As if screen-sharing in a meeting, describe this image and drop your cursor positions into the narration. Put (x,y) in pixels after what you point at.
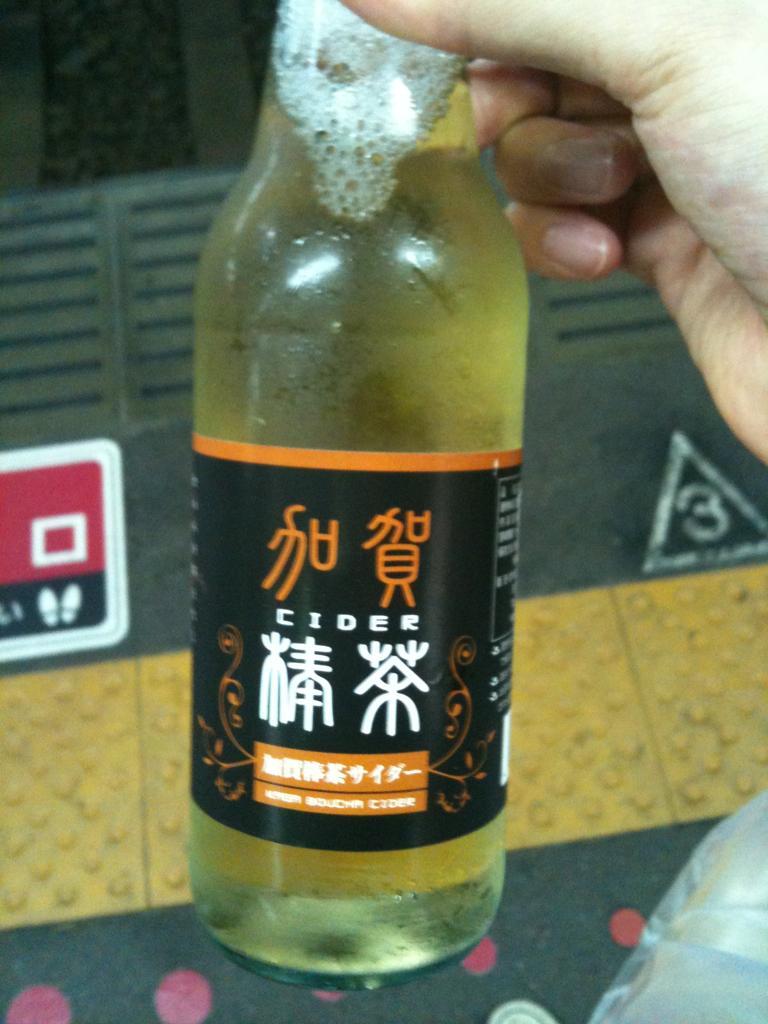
In this picture there is a bottle (312,610). Bottle (366,199) is held in a hand (569,44). it has a foam (398,129) at the neck (363,103). It is labelled as cider with black background (404,520).
